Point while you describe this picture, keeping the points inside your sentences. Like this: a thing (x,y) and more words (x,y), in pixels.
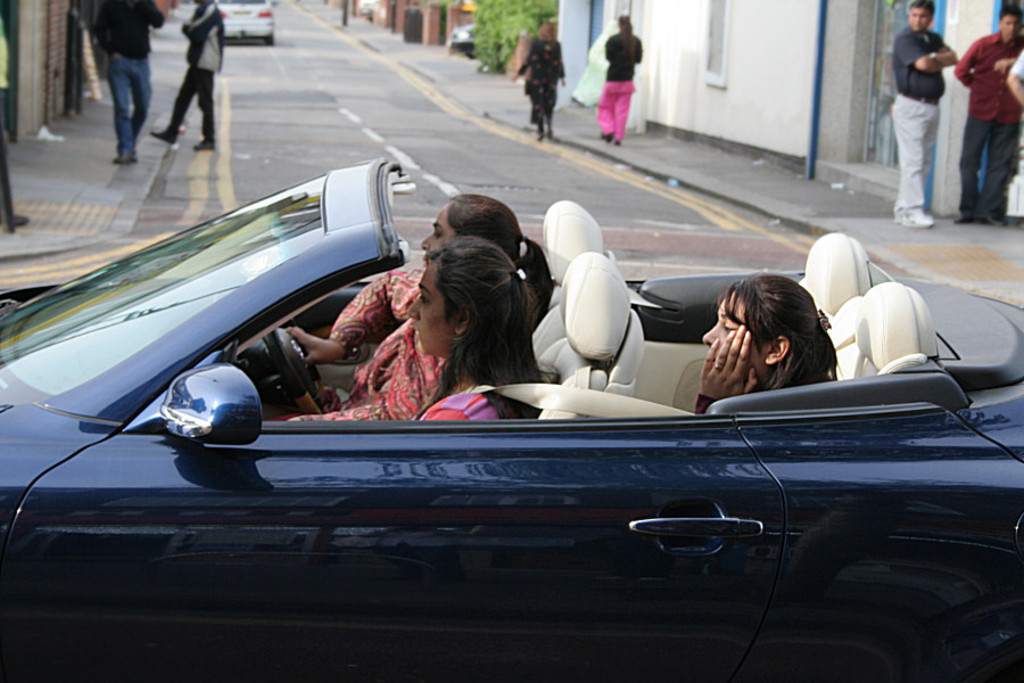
In the image there are three women (490,340) sat on seat (878,303) in the car (906,450) and there are several humans (555,70) walking on right side (907,158) and left sides of the road (438,117).
